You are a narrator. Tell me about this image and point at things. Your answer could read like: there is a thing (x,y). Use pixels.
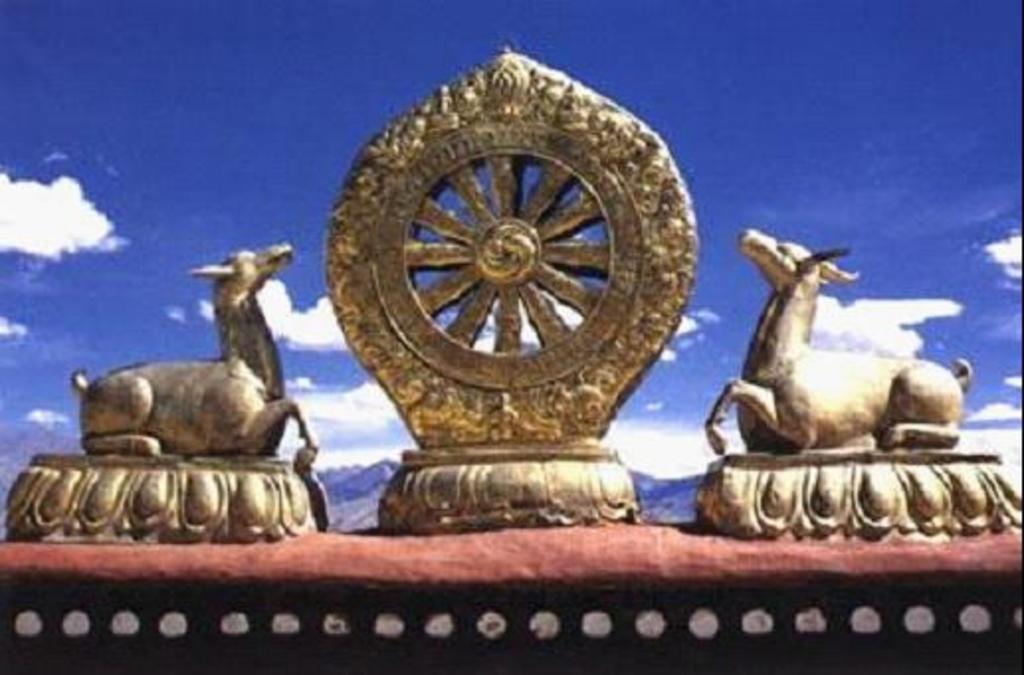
In the center of the image (677,308) there are statues (718,417). In the background of the image (649,115) there is sky (161,103), clouds (17,196) and mountains (382,478).
